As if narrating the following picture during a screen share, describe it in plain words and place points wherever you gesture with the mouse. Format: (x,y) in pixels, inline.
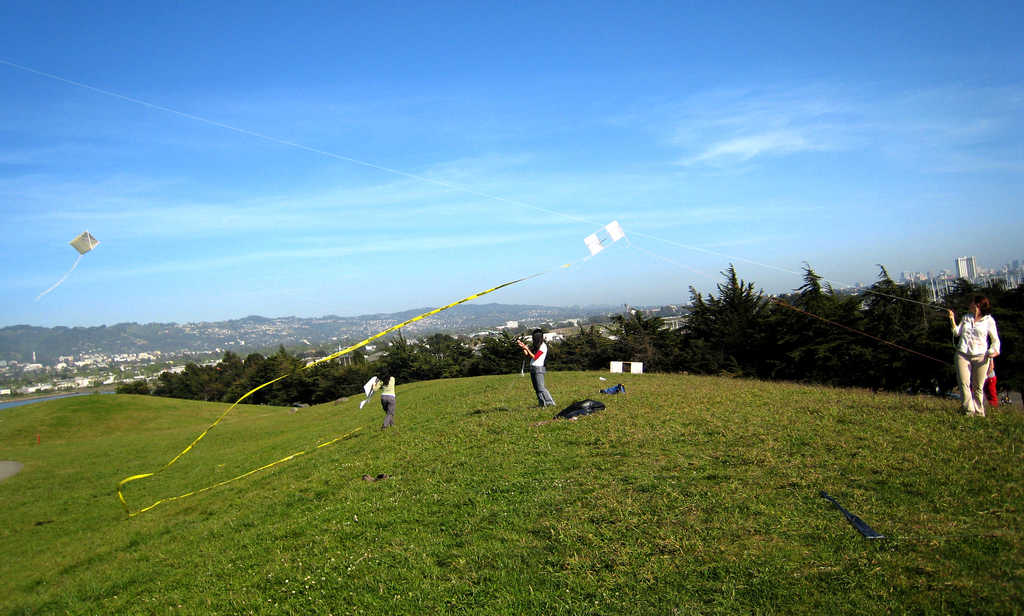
In this image there is a grassland (948,455), on that people (978,397) are flying kites (87,243), in the background (645,310) there are trees (496,348), building (158,354) and a blue sky (805,153).
